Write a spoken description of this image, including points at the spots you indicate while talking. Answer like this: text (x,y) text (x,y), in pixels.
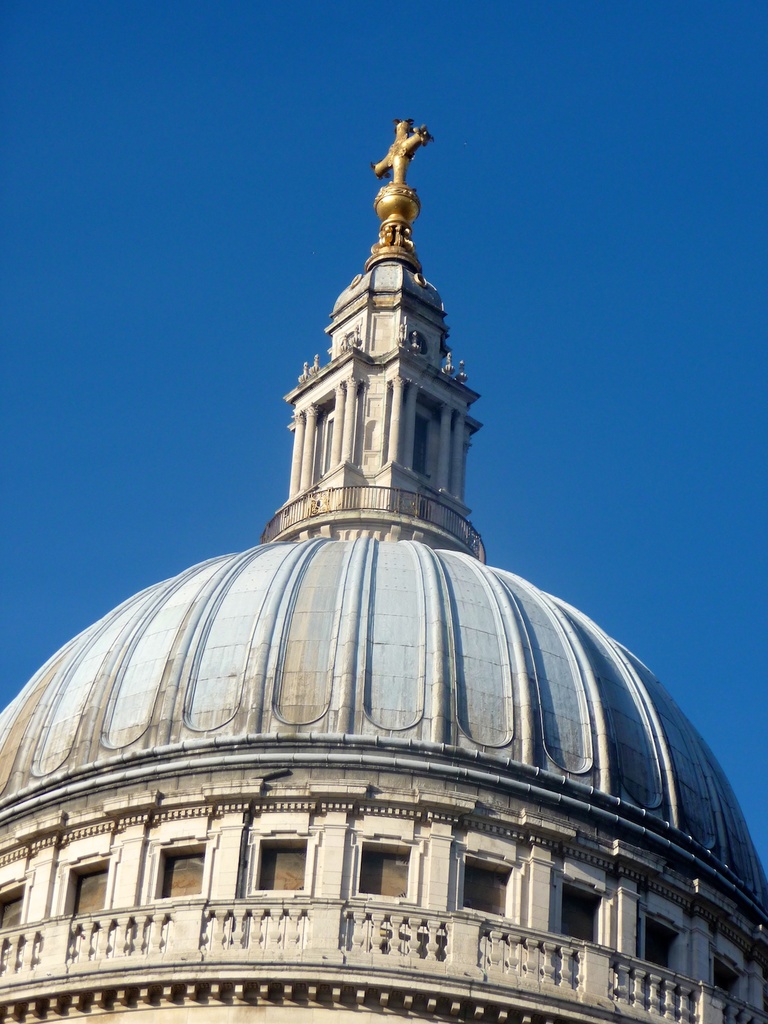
By seeing this image we can say that it is a top most part of the building (63,789). In the foreground (33,926) we can see a balcony (26,926) and many windows (376,882). In the middle (360,657) we can see a semicircle arc shaped view (662,811). On the top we can see plus sign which is sign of christian religion.
